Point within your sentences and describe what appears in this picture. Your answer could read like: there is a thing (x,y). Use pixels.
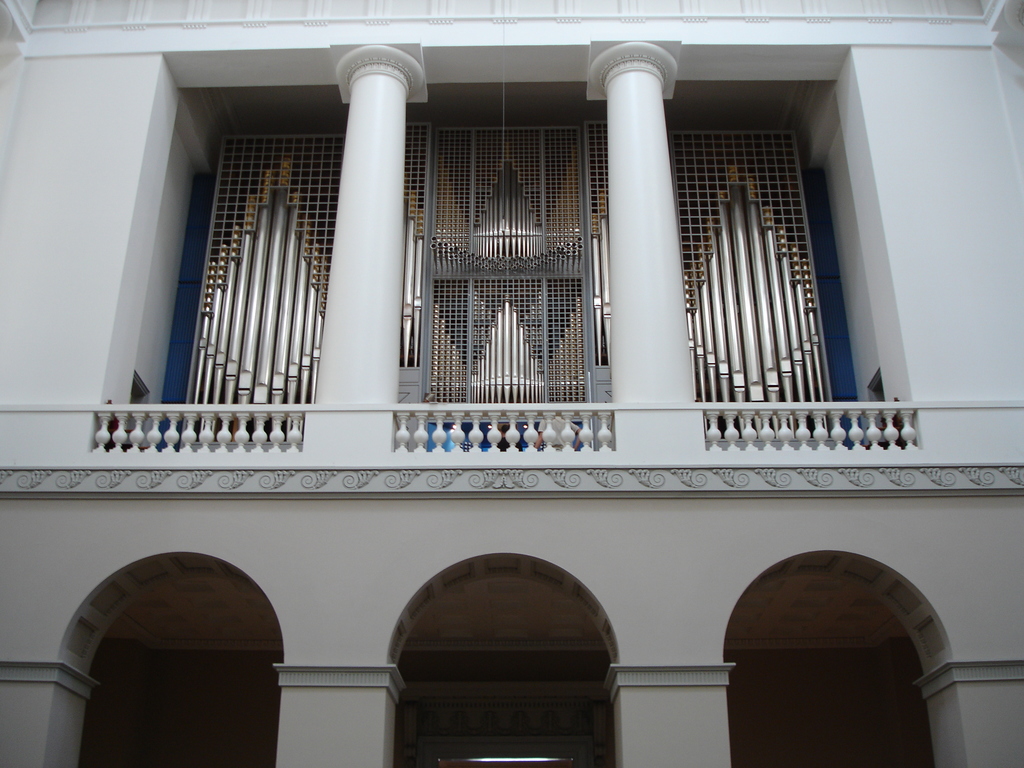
In the center of the image (486,479), we can see a building (366,175) and there are some rods (519,210) and we can see a mesh (481,158).
